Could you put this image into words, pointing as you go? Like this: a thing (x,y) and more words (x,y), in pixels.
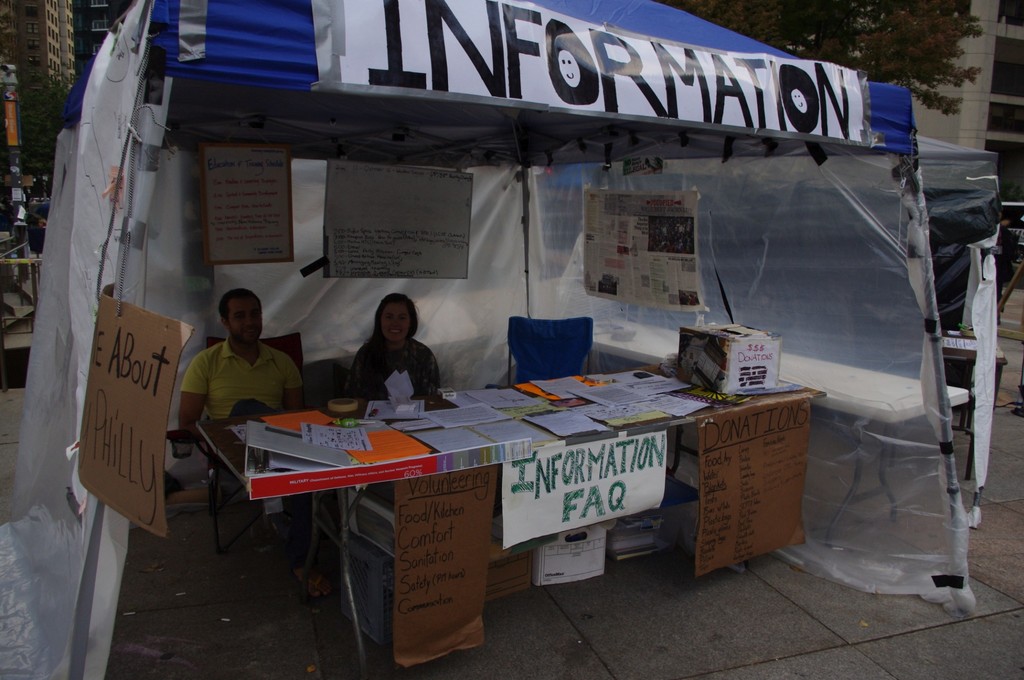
On the background (809,28) we can see huge buildings (82,29) and trees (811,37). Under this tent (81,666) we can see a women (405,349) and a man (262,376) sitting on chairs (343,371) in front of a table (309,473) and on the table (676,424) we can see box (736,367) and few papers (500,411). Here we can see few papers (614,239) pasted over here.
